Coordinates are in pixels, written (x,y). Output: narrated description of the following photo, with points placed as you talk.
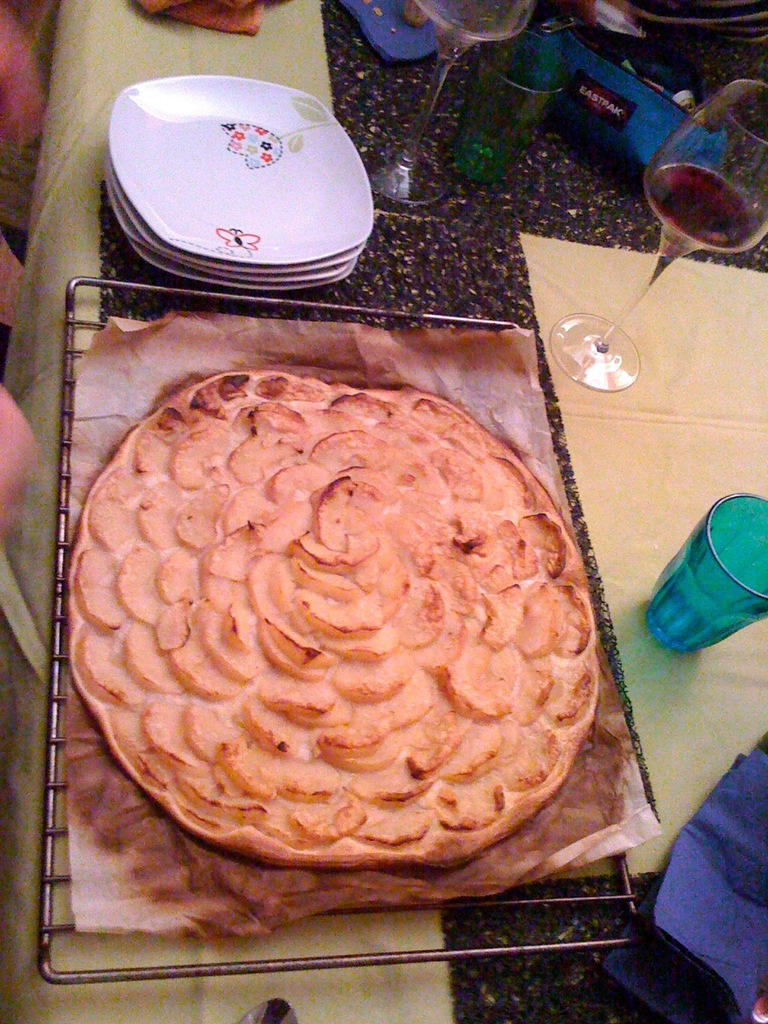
In this image we can see some food (339,654) on a grill (243,305). We can also see some plates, glasses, paper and a cloth (752,881) which are placed on the table (31,579).
